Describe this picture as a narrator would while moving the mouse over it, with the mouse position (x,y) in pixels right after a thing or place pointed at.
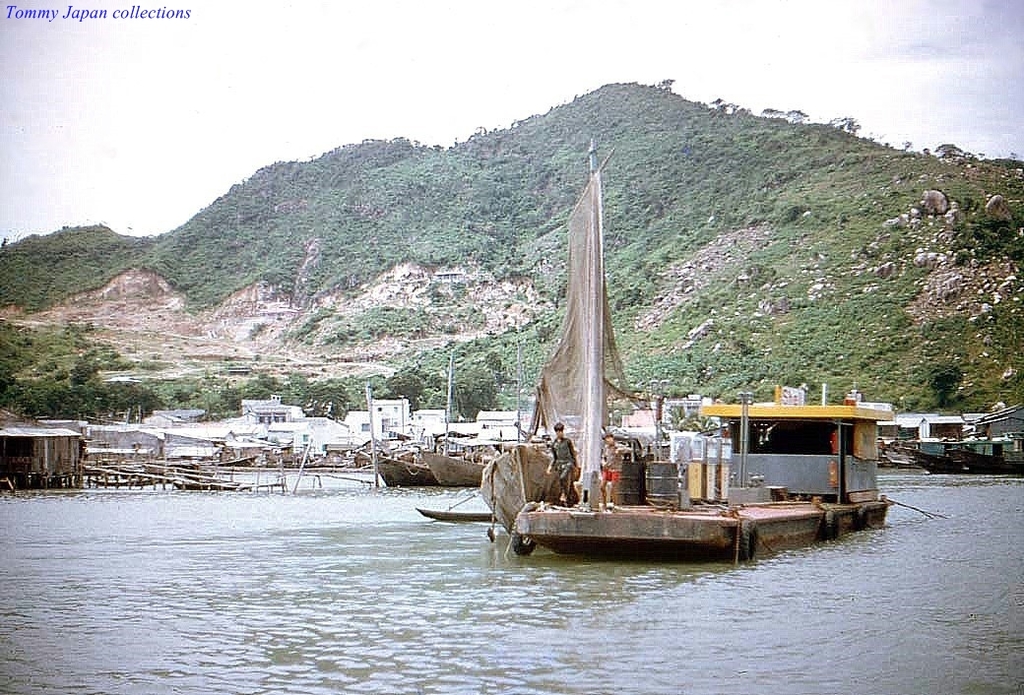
In this picture there is a boat (535,397) on the right side of the image (813,522) and there is water (914,656) at the bottom side of the image (956,579), there are houses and trees (251,249) in the background area of the image (517,228).
